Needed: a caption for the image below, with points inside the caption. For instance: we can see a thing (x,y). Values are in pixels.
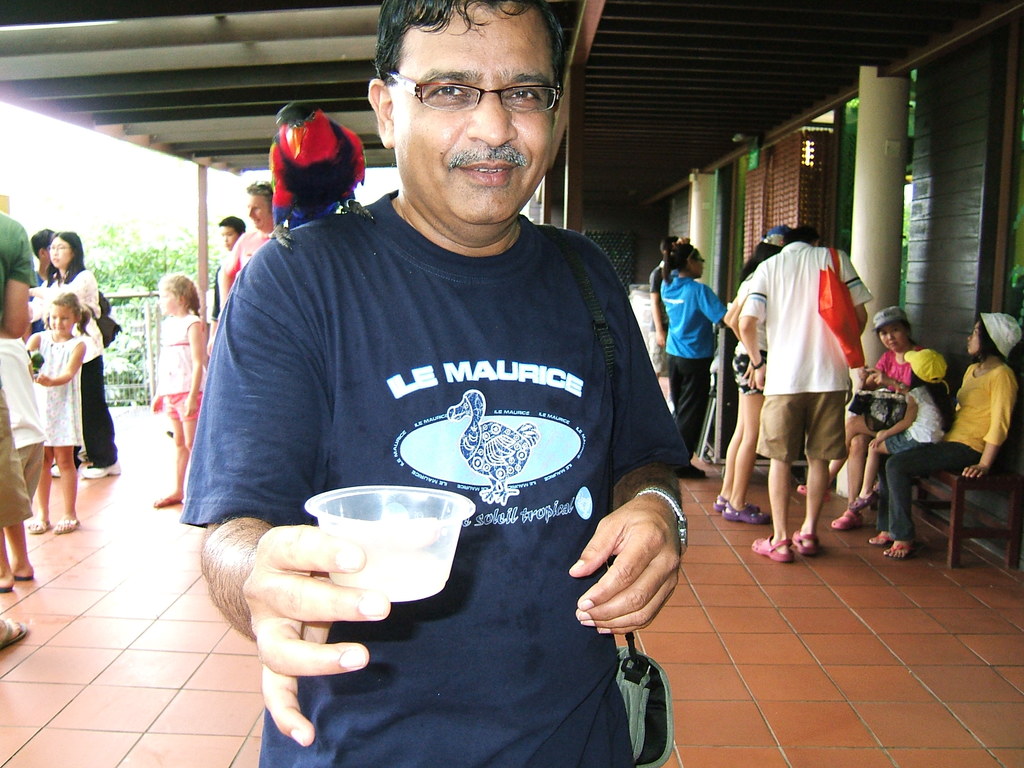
In this image we can see a few people (537,464), some of them are sitting on the bench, there is a bird (299,199) on a person's shoulder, he is holding a cup (377,545), there is a house (981,239), and trees (164,259).
